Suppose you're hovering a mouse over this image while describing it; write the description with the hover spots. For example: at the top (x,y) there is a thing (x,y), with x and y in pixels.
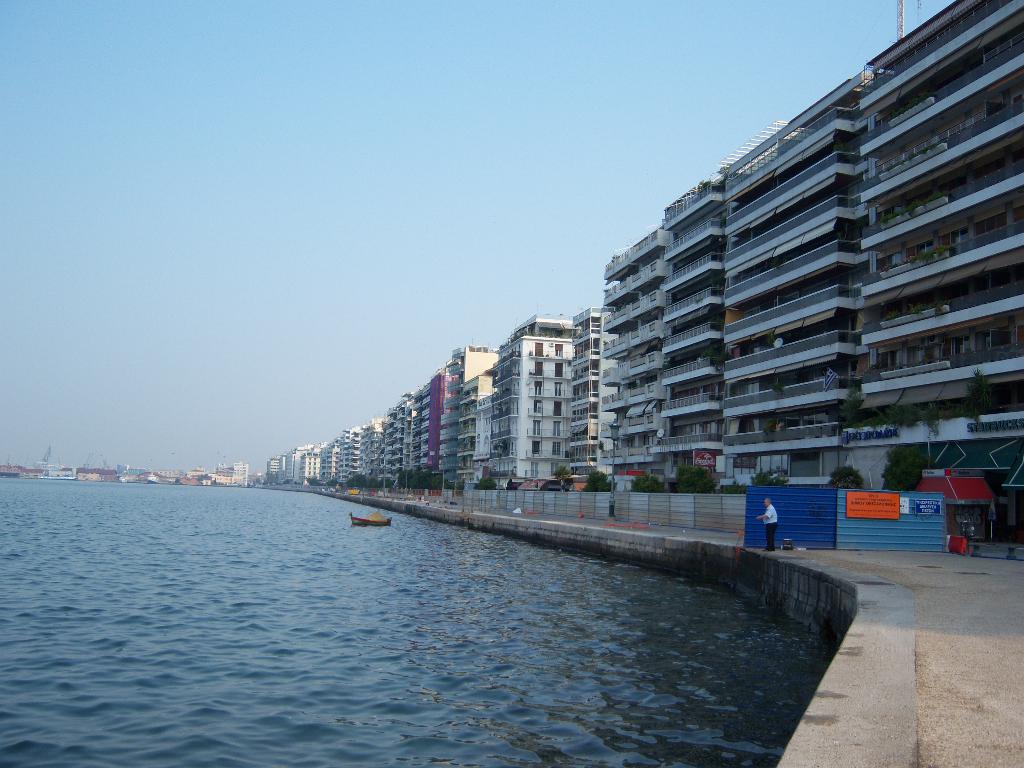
On the left side of the image (13,590) there is water (687,706). And on the right corner of the image (891,269) there are many buildings (267,464) and also there are different colors of fencing wall (750,512). There is a ship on the water (292,525). And in the background (454,470) there are buildings (211,475). At the top of the image (428,104) there is sky (445,198).
